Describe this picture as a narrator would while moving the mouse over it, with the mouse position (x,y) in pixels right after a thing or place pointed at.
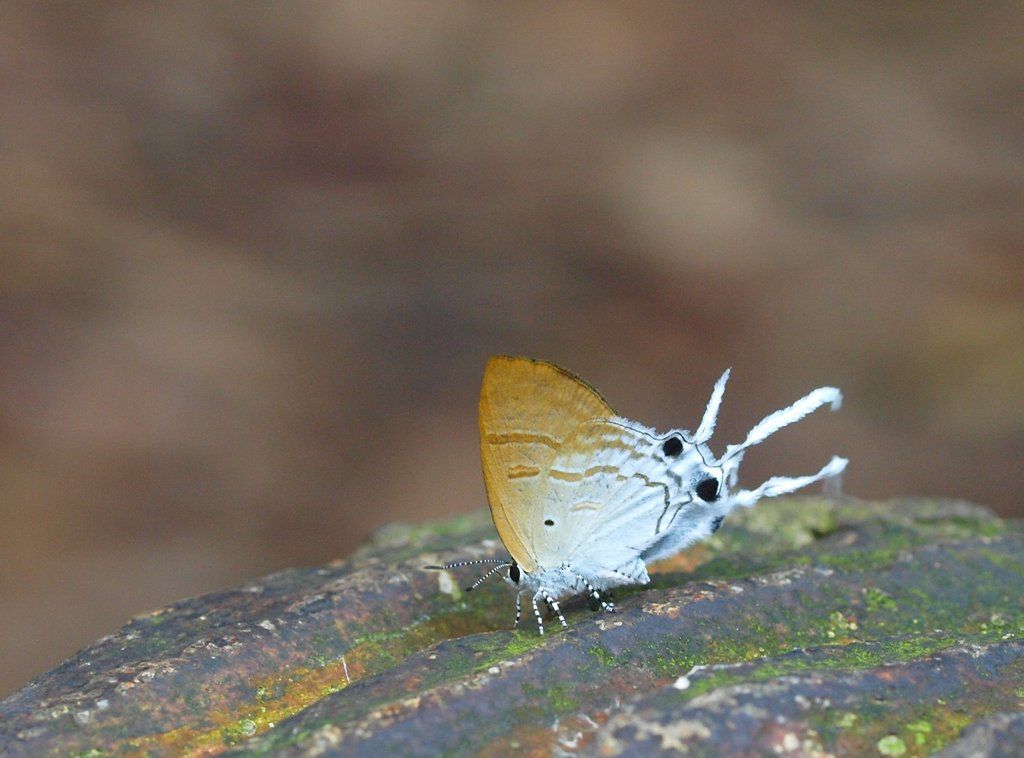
It is a butterfly (620,508) in brown and white color in this image.
